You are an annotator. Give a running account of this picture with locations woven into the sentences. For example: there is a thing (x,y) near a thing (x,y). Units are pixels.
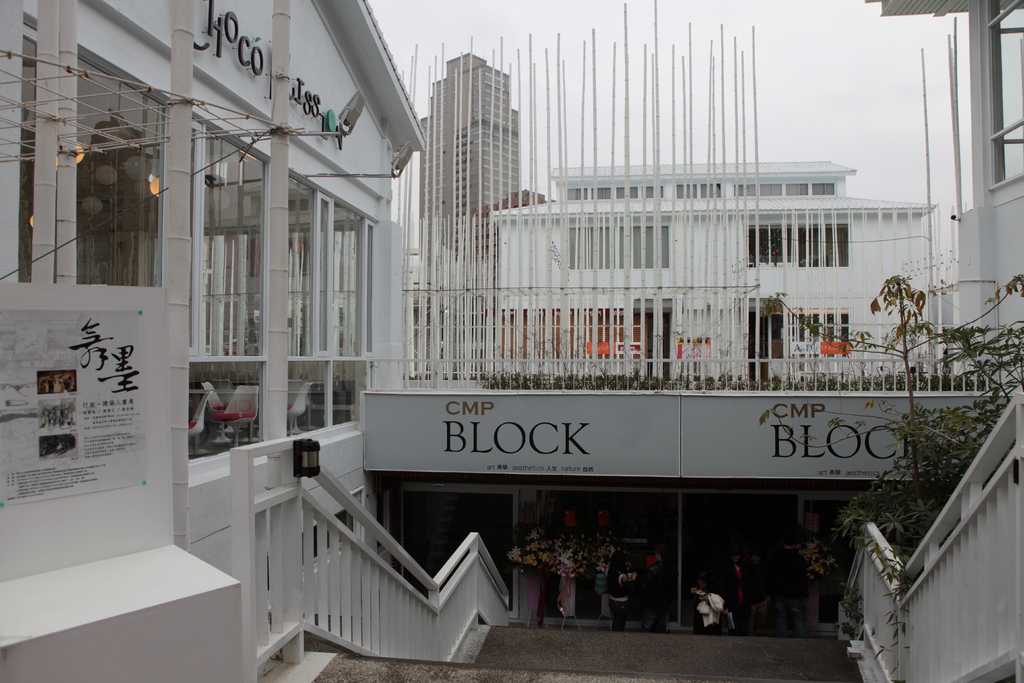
In this image, there are a few buildings (464,176), people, boards (860,428) with text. We can see the fence (942,392) and some white colored objects (451,305). We can see the sky (750,56) and a tree (1018,349). We can see the railing (440,579). We can see some glass (242,378) and chairs (301,410). We can also see some flowers (569,555).
